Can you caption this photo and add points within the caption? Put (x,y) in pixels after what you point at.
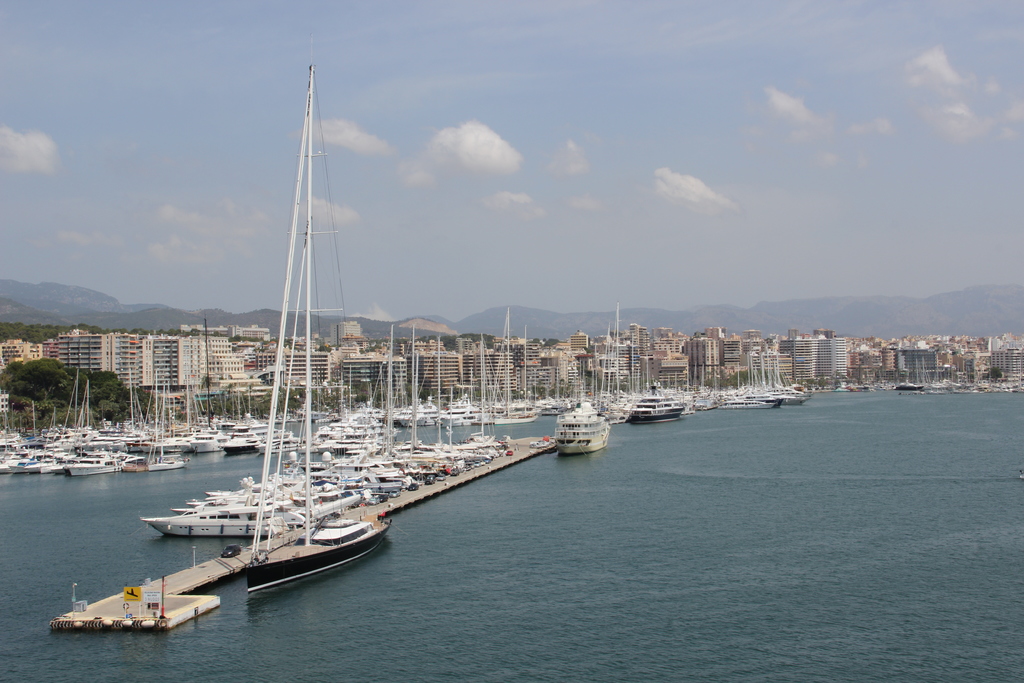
In this image at the bottom (572,570) there is a river (332,576), and in the river (105,561) there are some ships (236,505) and also we could see some poles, boards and some objects (323,457) in the ships (171,430). And in the background (48,387) there are some trees (114,375), buildings (337,364) and mountains (880,327). At the top (536,179) there is sky (536,179).
